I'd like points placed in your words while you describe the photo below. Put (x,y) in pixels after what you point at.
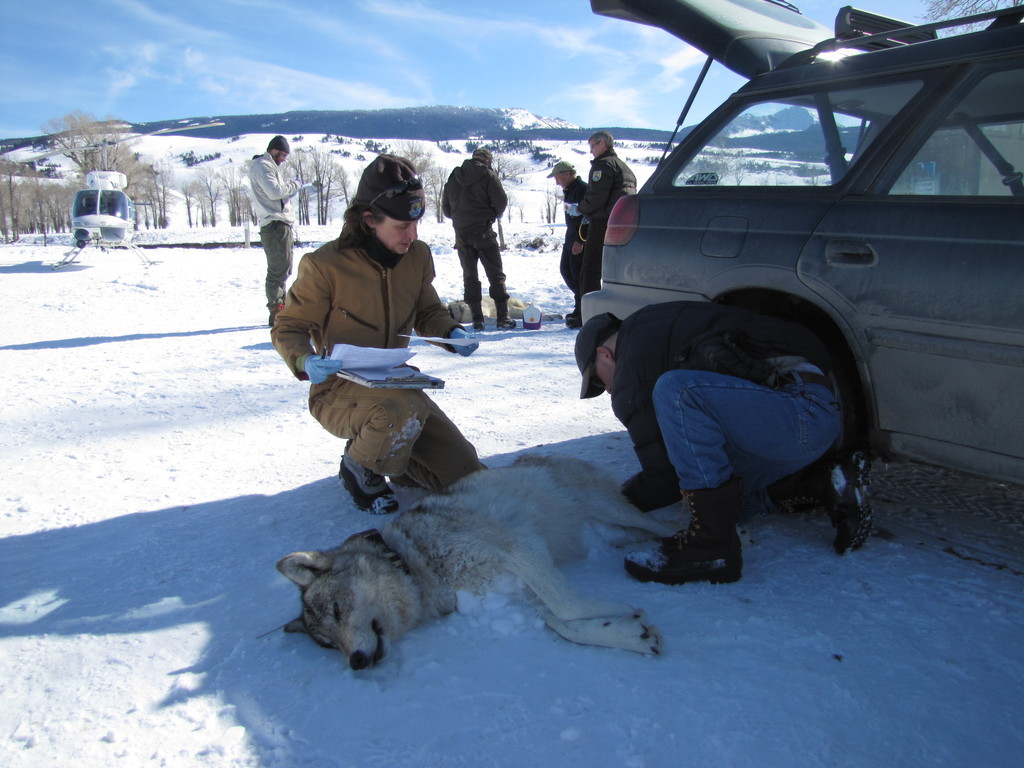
As we can see in the image there is a sky (242,50), trees (72,123), snow (194,283), few people (382,249) here and there, a car (884,182) and a wolf (475,527).
